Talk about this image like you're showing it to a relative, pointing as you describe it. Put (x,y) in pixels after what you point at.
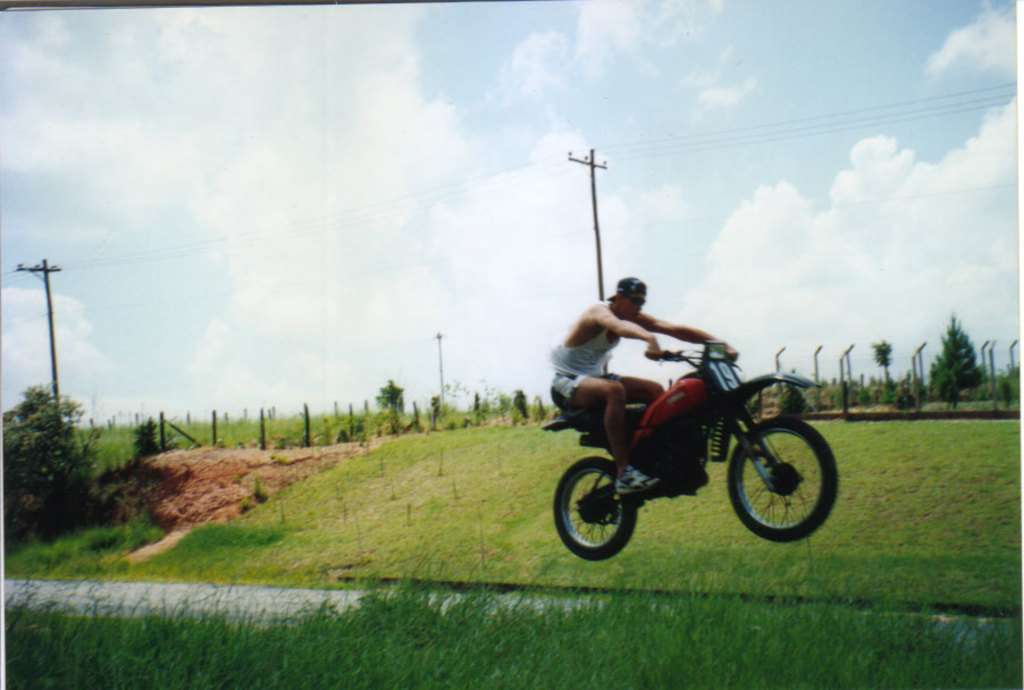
In this image, we can see a person (607,386) with a motorbike (680,426) in the air (758,359). At the bottom (705,643), we can see plants (345,667). Background (766,338) we can see few trees (69,518), grass (960,510), poles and sky (489,141).
